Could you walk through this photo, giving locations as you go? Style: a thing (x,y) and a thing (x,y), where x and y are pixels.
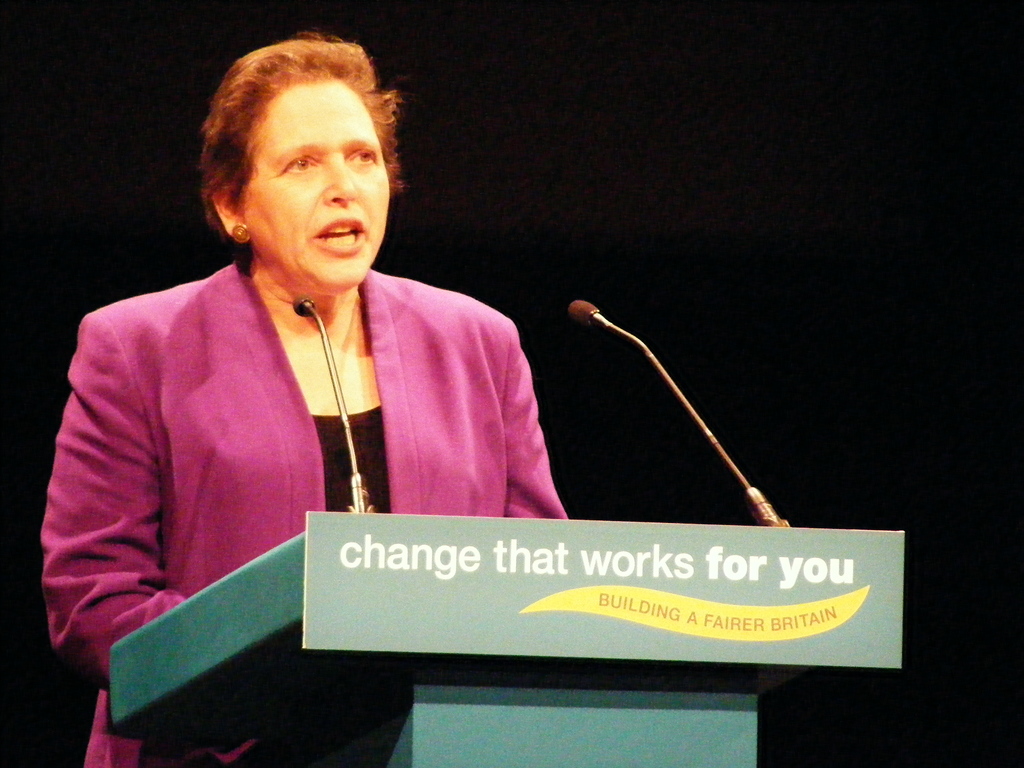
In this image we can see there is a person (277,255) standing in front of the podium (559,749) and talking. And there is a board (340,607) and a mic (330,371) attached to the podium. And there is a dark background (895,12).
